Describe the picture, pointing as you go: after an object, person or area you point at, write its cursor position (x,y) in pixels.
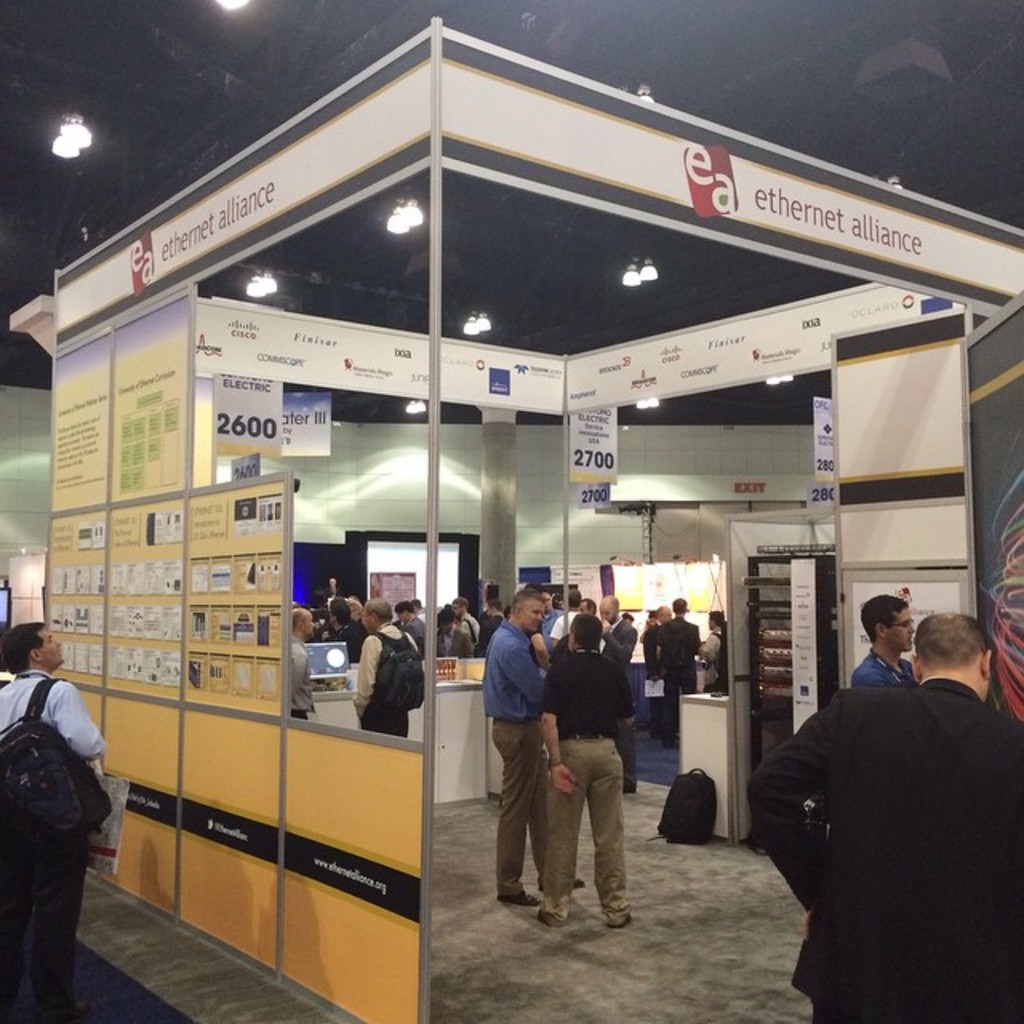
In the picture there is a stall (393,383) and there are many people (486,621) inside that stall (475,692), there are different banners (286,449) and counters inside the stall (167,545) and in the background (763,494) it is an exit board (748,491).
